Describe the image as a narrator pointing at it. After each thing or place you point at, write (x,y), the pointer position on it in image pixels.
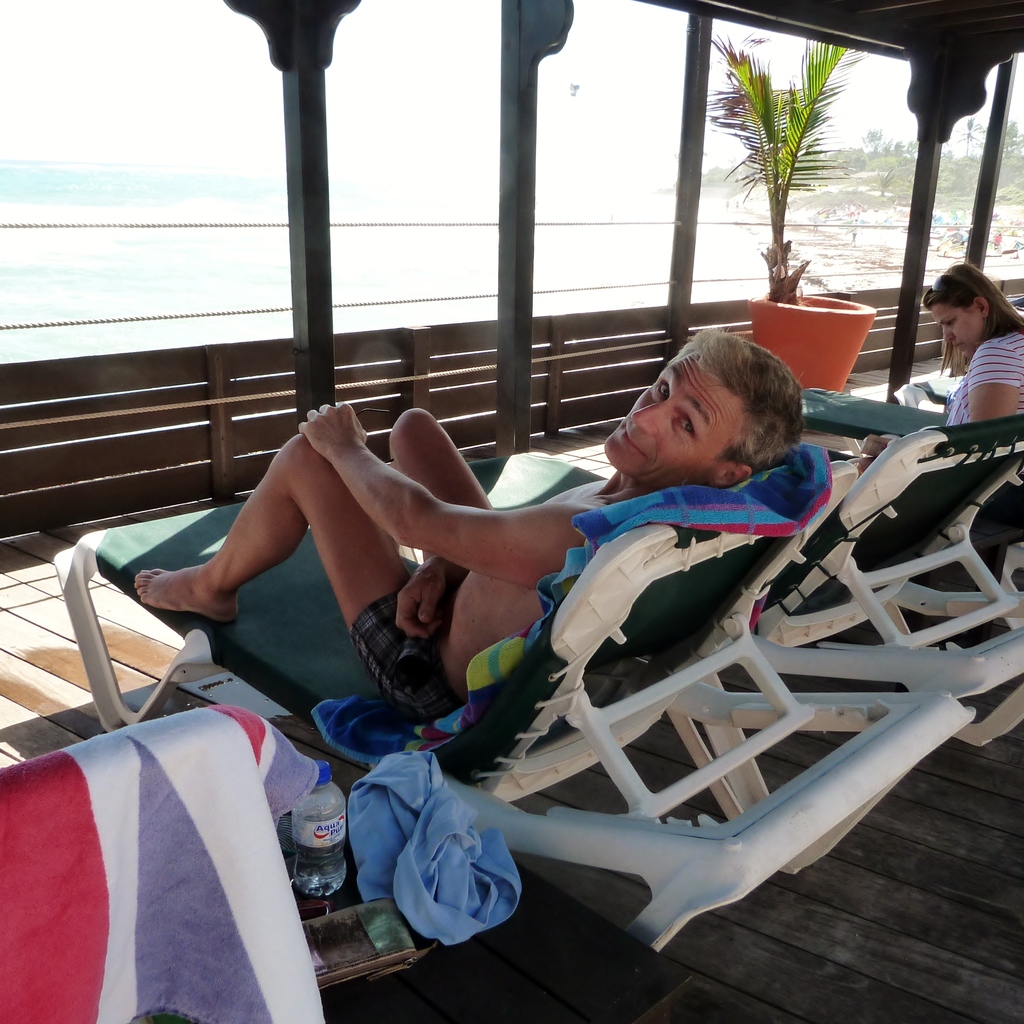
In this picture there is a man (771,395) and a woman (1001,344), they are resting on lounge chairs (821,542) and there is a towel (1,847), bottle (336,839) and other chair (62,886) at the bottom side of the image (295,792), there is a plant (760,88) in the image, there is water (644,241) at the top side of the image (239,200) and there are pillars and a boundary (249,428) in front of them.
